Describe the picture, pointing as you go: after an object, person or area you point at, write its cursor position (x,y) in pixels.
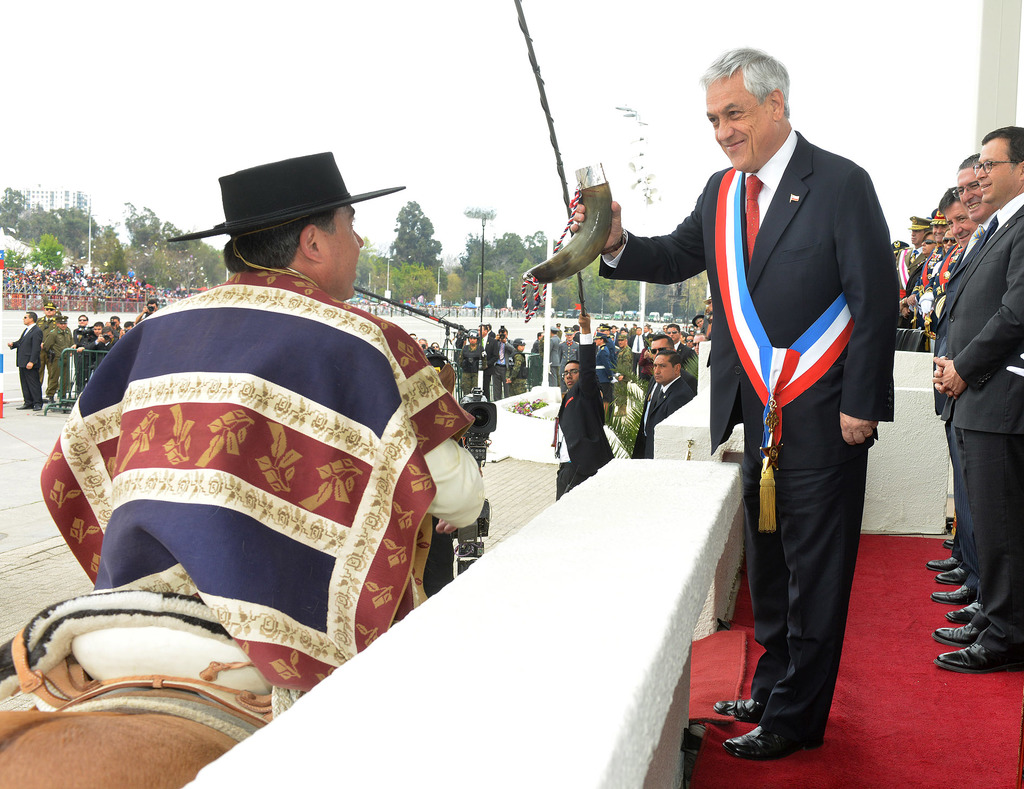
Here in this picture in the front (795,403) we can see a person (315,389) sitting on an animal (206,611) and he is wearing a hat (287,188) on him and beside him we can see a person (766,248) standing and holding something in his hand (571,216) and we can also see number of people (646,331) standing all over the place over there and we can see trees (381,280) and plants (508,267) present in the far over there.
